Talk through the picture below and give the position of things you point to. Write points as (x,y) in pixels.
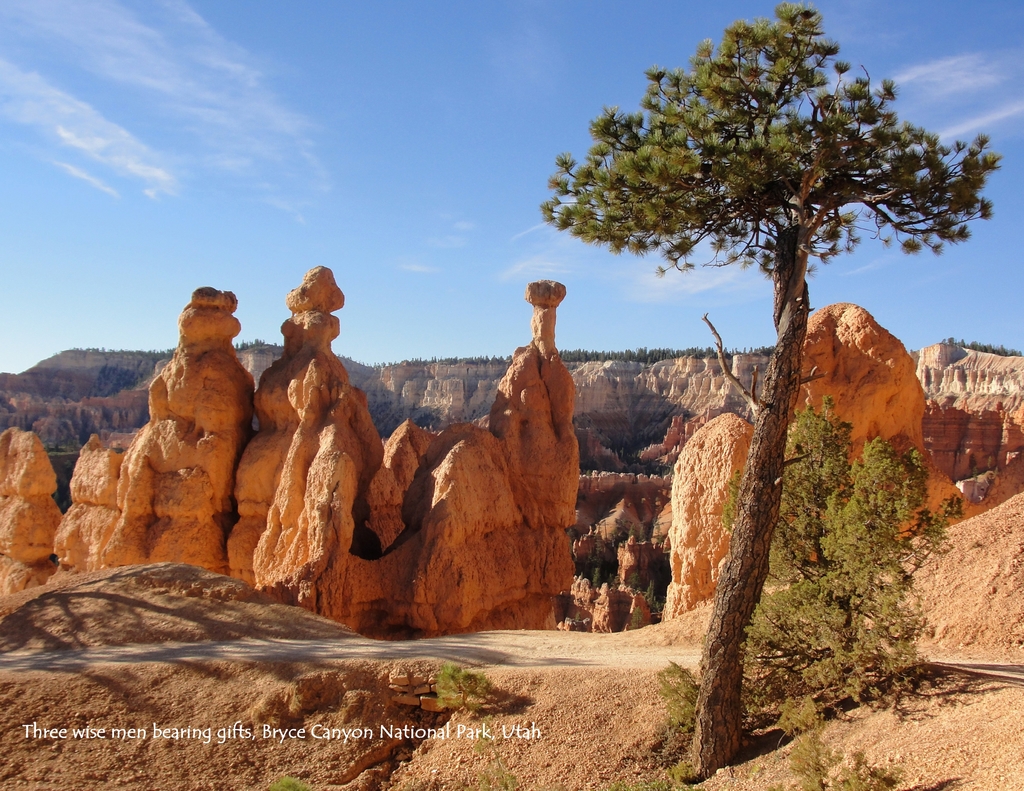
In this image, there are a few rock hills (653,507), trees (792,525), plants (836,493). We can also see some grass (814,710) and the ground (846,753). We can also see the sky (437,59) with clouds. We can also see some text (504,737) at the bottom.
